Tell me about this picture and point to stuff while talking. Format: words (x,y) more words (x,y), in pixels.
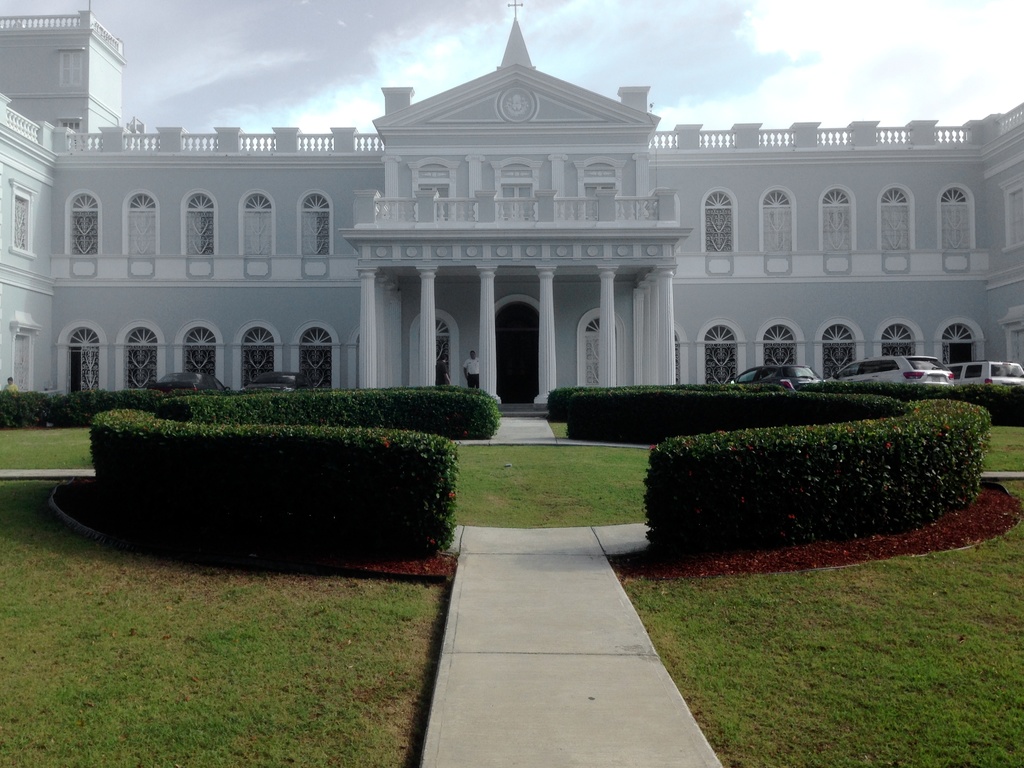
In this picture I can observe building (281,211) in the middle of the picture (573,287). In front of the building (385,287) I can observe some plants (345,492) and grass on the ground (841,653). On the right side (1002,375) there are three cars (770,381). In the background (445,63) I can observe clouds (287,64) in the sky (442,39).
